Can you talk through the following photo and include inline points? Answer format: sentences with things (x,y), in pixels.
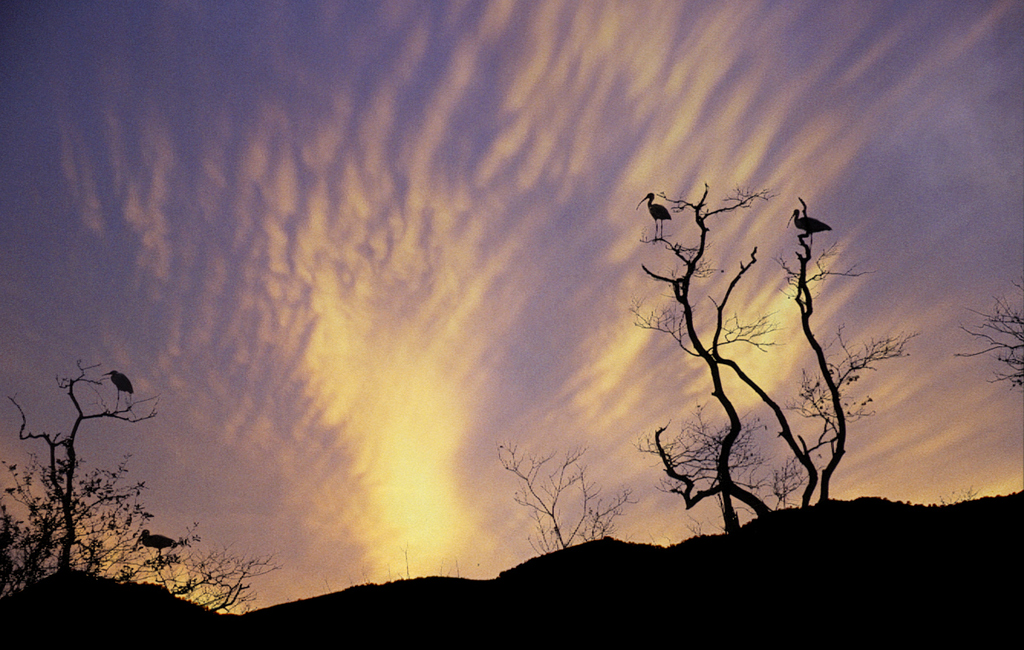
In this image we can see trees (94,532), birds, sky (601,203) and clouds (347,322).
